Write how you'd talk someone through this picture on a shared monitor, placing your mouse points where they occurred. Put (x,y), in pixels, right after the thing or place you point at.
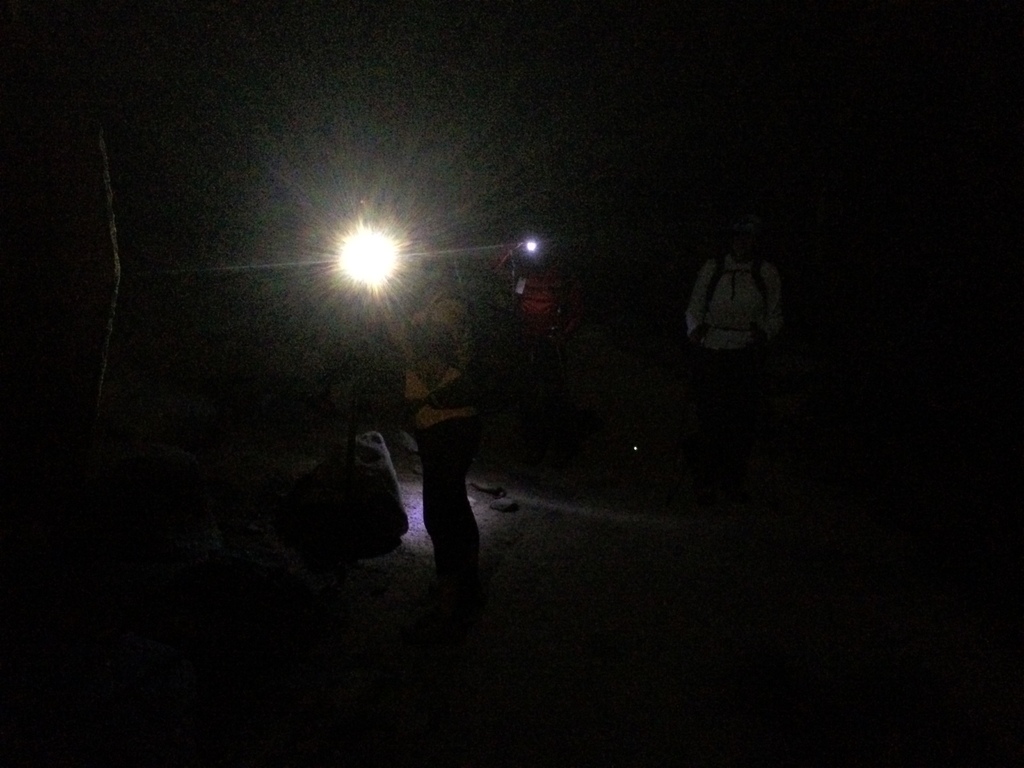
In this picture we can see the group of persons (417,401) and the lights (365,287) and many other objects (368,532). The background of the image (675,123) is very dark.
